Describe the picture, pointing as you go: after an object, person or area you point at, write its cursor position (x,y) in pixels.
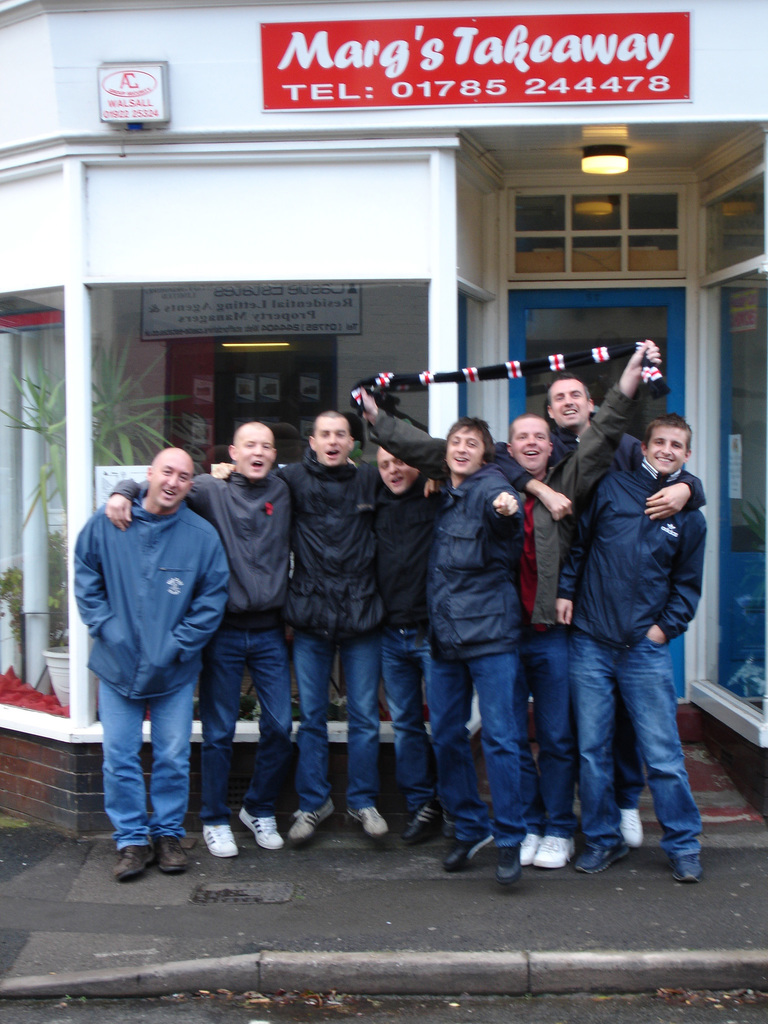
In this picture we can see a group of people (223,829) on the ground (2,897) and in the background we can see plants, boards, light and a door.
